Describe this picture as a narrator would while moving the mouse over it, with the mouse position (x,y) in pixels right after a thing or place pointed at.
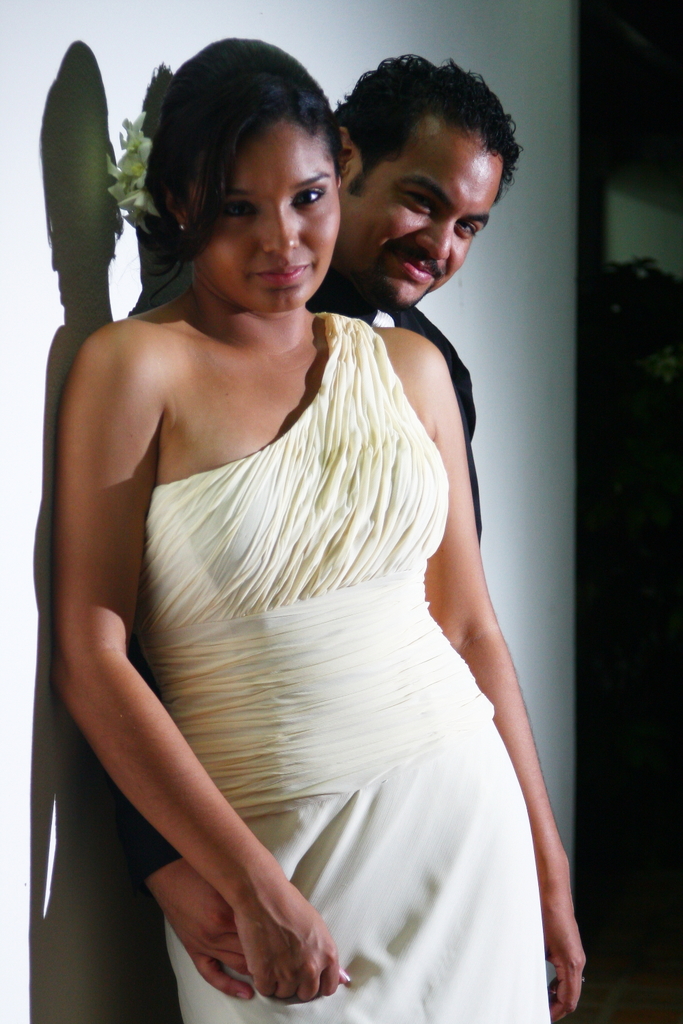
In the picture we can see a woman (343,874) and behind her we can see a man (152,886) standing and they are smiling and they are leaning to the wall (70,278).
